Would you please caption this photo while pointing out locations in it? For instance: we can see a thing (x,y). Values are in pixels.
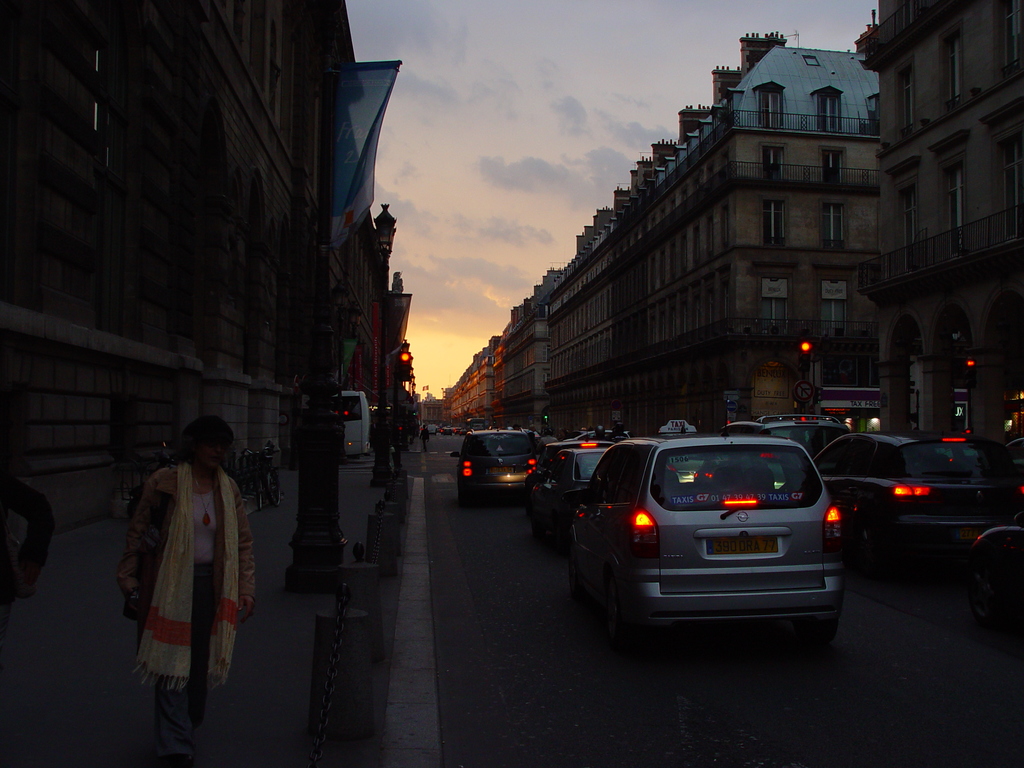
In the bottom right corner of the image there are some vehicles (608,445) on the road (551,766). In the bottom left corner of the image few people (10,533) are standing. Behind them there are some poles (324,241), bicycles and buildings (48,121). At the top of the image (435,236) there are some clouds (438,68) in the sky (443,54).
